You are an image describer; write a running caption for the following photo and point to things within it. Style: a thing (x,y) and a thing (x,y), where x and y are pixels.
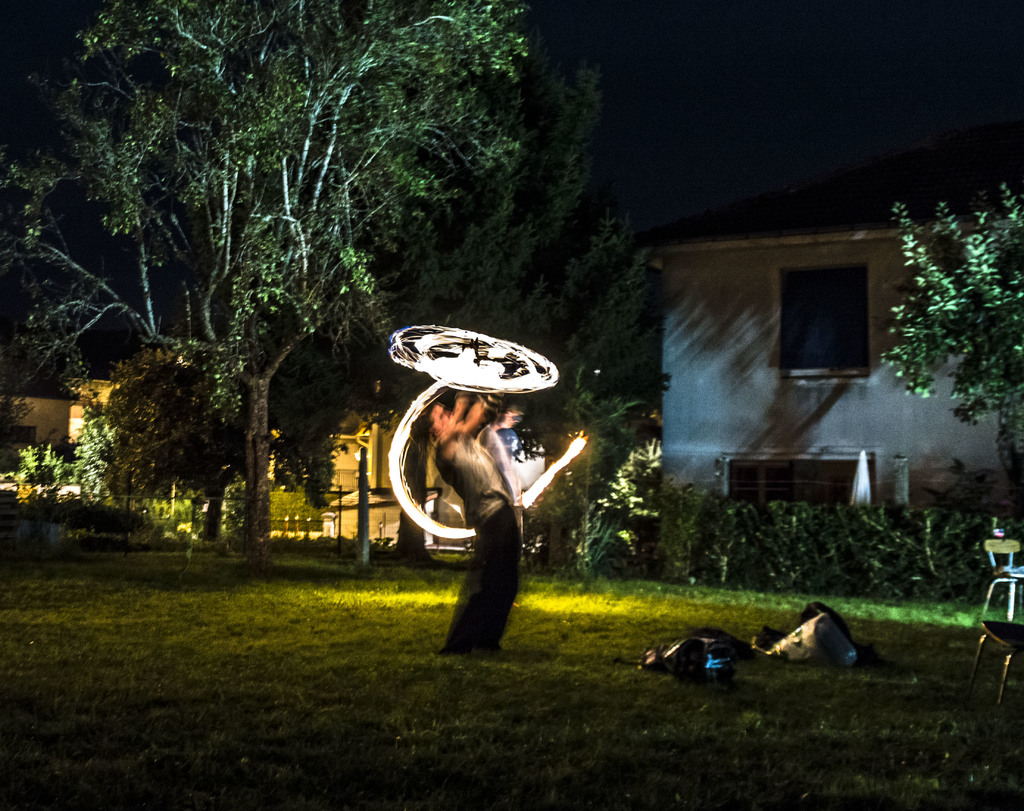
As we can see in the image there is grass (369,600), plants (590,490), a man (473,460) standing over here, trees (401,217) and houses (64,409). The image is little dark.
